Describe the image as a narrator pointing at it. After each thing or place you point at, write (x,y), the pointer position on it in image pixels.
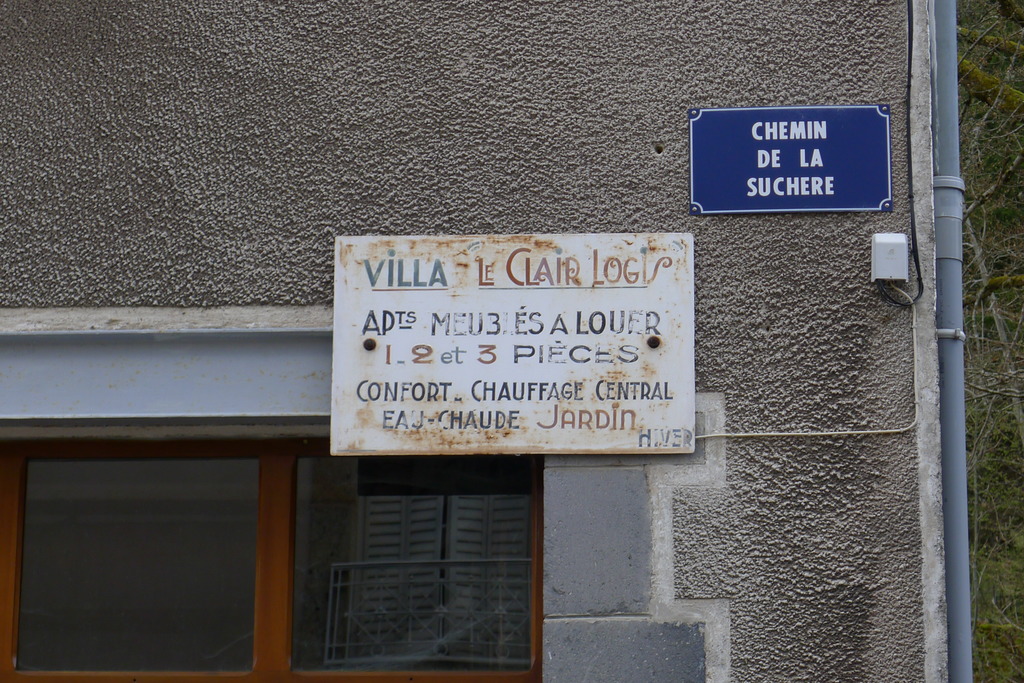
In the center of the image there is a wall (41,229). There is a window (407,460). There is a name board (610,251). To the right side of the image (985,259) there are tree (1017,606). There is a pipe (954,630).
